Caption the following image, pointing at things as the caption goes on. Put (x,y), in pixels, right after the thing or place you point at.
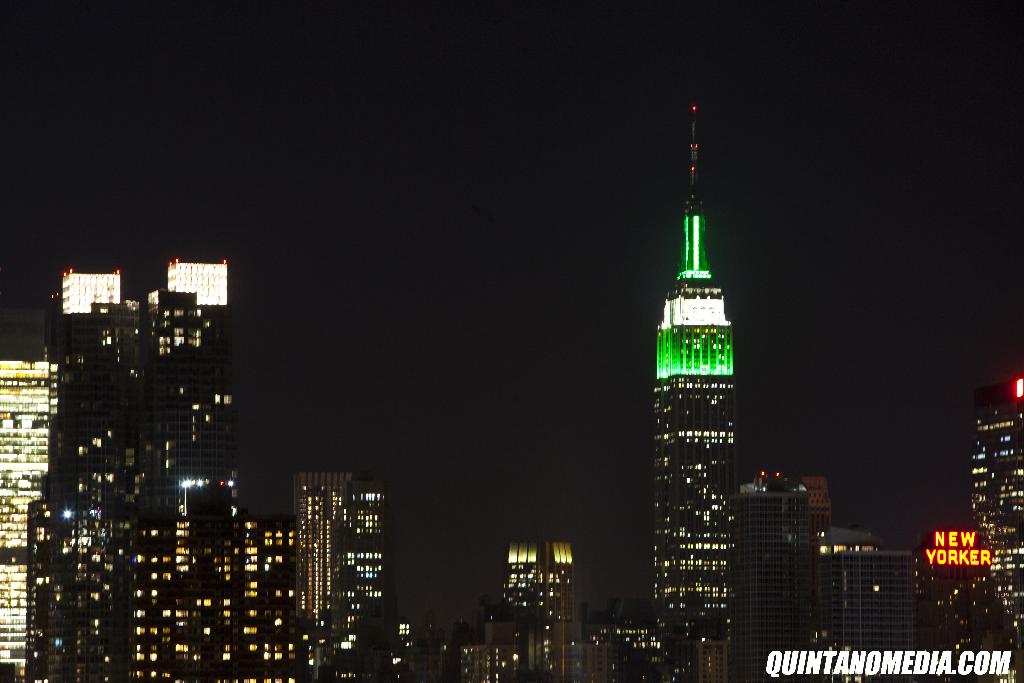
In this image I can see many buildings (368,580) with lights (850,549). To the right (975,541) I can see a name new yorker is written on one of the building (921,567). I can also see the watermark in this image. And there is a black background (406,244).
